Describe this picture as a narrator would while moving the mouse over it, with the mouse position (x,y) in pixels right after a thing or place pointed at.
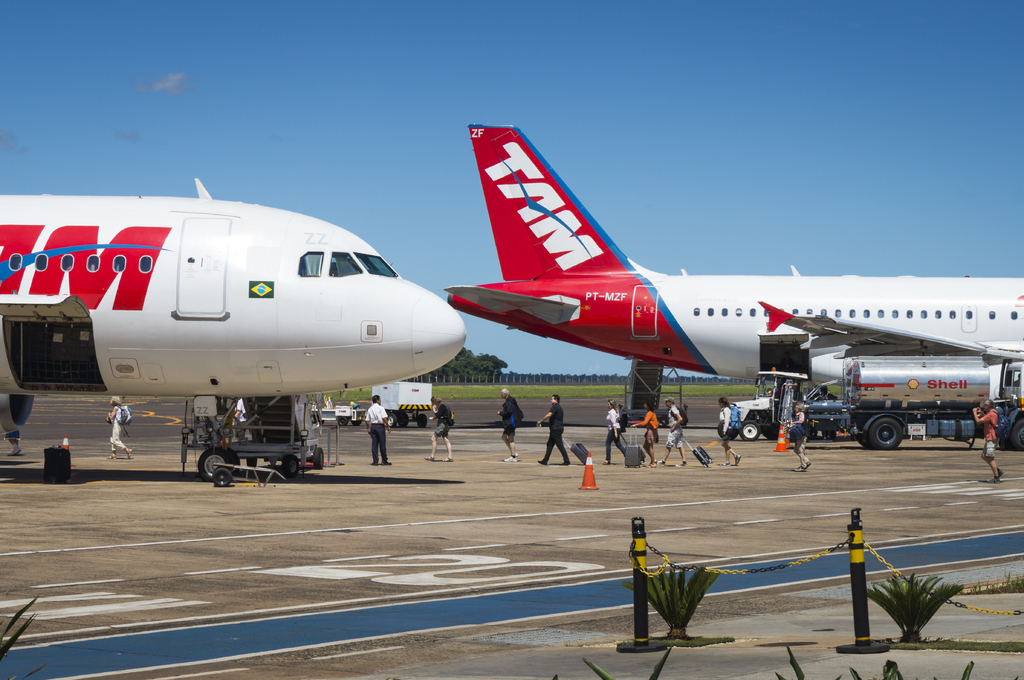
In this image there is the sky (381,84), there are airplanes (577,344), there are vehicles (905,390) towards the right of the image (917,379), there are groups of persons (552,415) walking, the persons (114,427) are wearing bags (128,415), the persons (669,432) are holding an object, there is a fencing (861,576), there are plants (912,604), there is a tree (486,360), there is grass (511,386), there are objects (783,446) on the ground (650,469).
